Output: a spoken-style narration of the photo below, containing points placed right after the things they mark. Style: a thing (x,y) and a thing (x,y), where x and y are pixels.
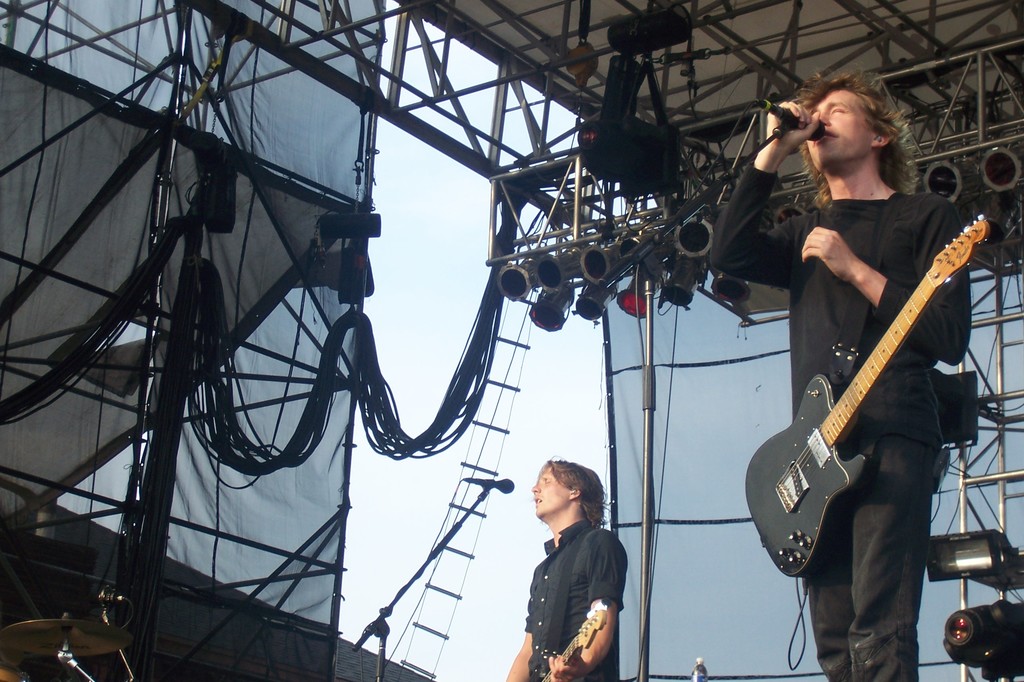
The two people (544,502) are performing on a stage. On the right side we have a person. He is standing. he's wearing a guitar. He's holding a mic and he's singing a song. In the center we have another person (559,505). He is standing. He is holding a guitar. we can see in the background (458,417) there is a curtain (280,501), wires (450,399) and sky (415,501).
